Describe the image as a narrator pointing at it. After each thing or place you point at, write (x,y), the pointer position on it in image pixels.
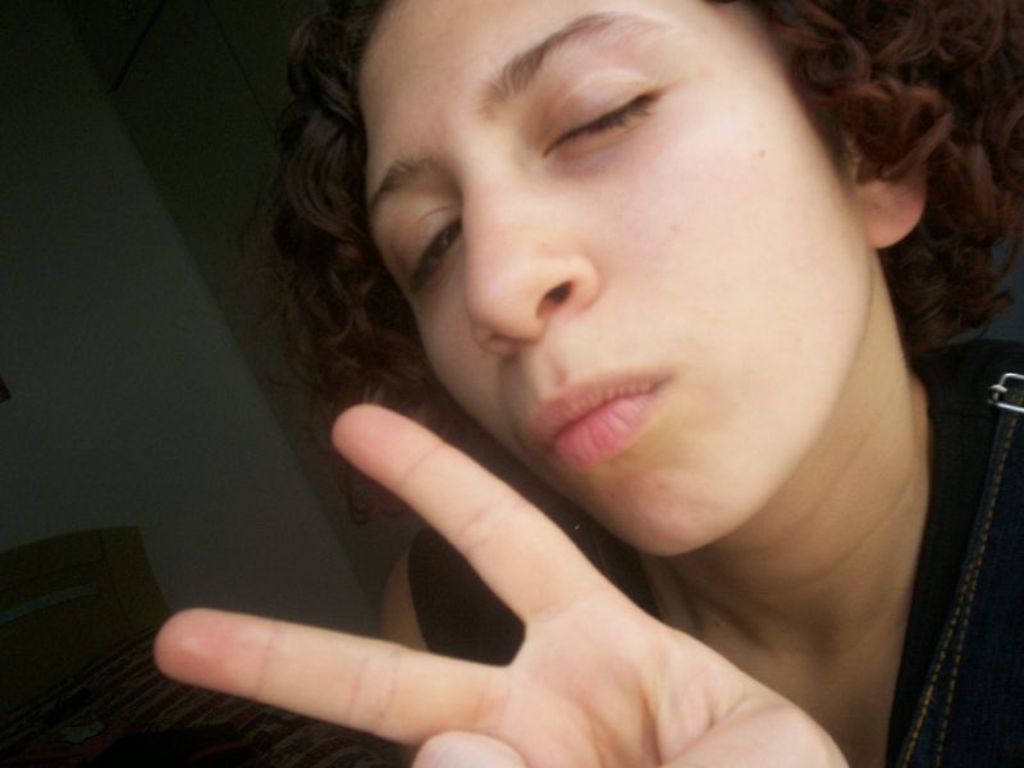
In this image I can see a person (733,381) wearing black color dress (963,562) and the giving pose for the picture. In the background (107,643) there is a bed (79,646) and a wall (148,341).
